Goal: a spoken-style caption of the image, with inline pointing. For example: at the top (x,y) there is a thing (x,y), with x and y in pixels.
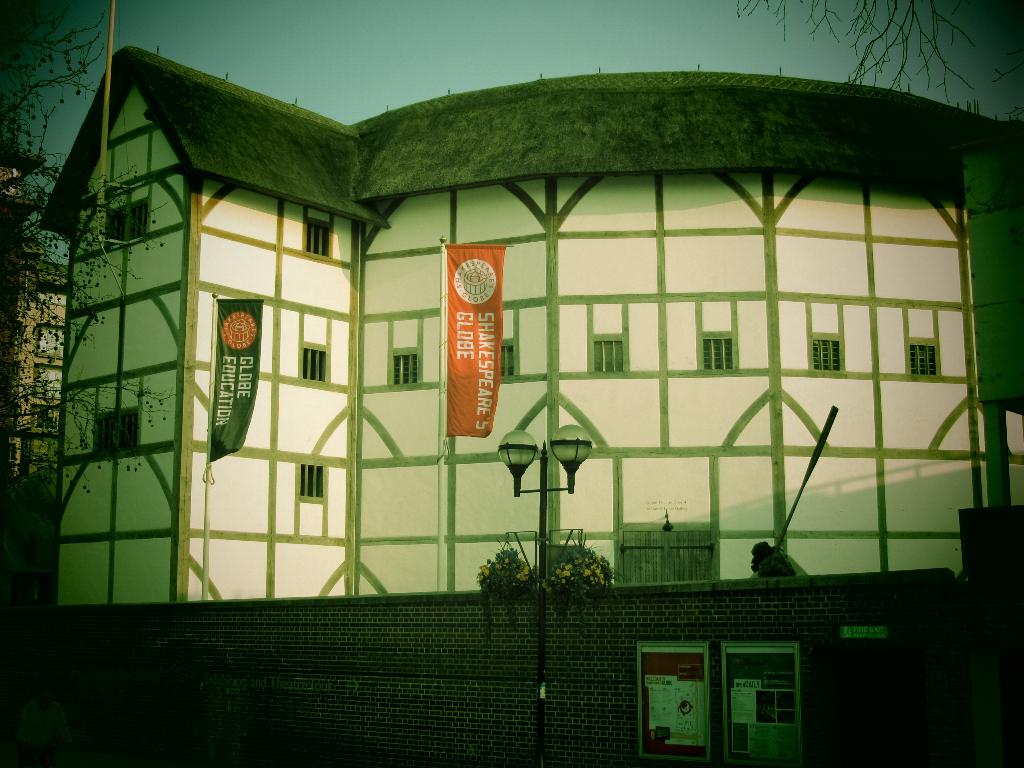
At the center of the image (578,312) there is a building (428,346) and in front of the building (421,344) there are flags (449,271), street light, flower pots (480,595) and we can see a wall (729,641) with the photo frames (732,686) and name board (877,628) on it. In the background (571,32) there are buildings (21,317), trees (16,289) and sky (372,59).
